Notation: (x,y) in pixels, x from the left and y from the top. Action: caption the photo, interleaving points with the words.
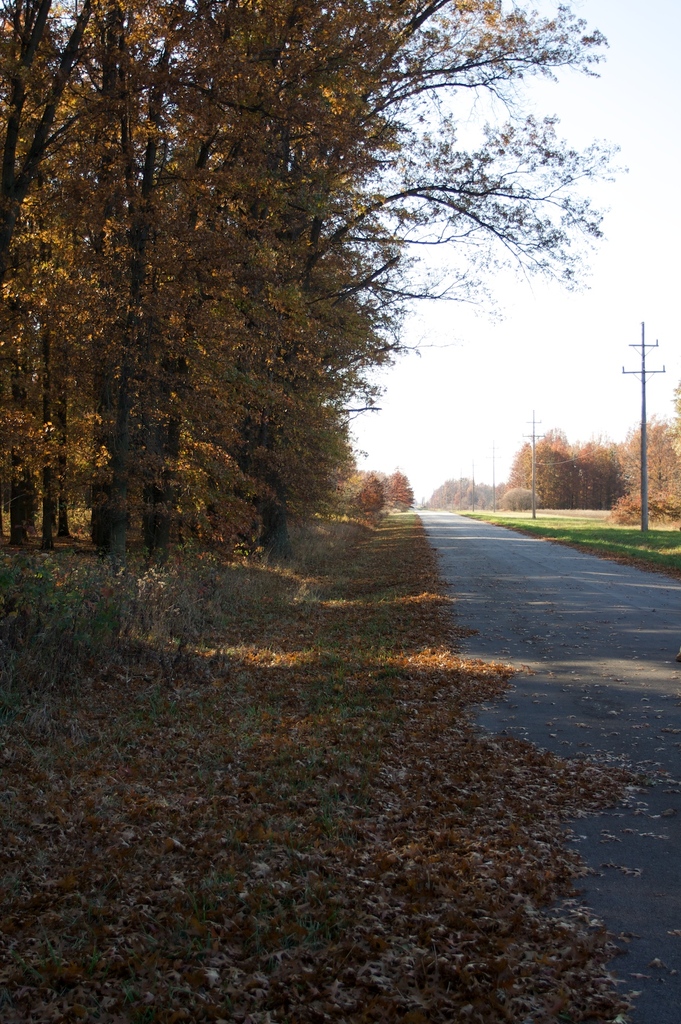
This picture is clicked outside. On the left (186,412) we can see the dry leaves (377,799) lying on the ground (418,760) and we can see the trees (269,398). On the right (588,634) we can see the road (647,702) and the green grass (632,539) and the poles (643,326) and there is a sky (587,325).
